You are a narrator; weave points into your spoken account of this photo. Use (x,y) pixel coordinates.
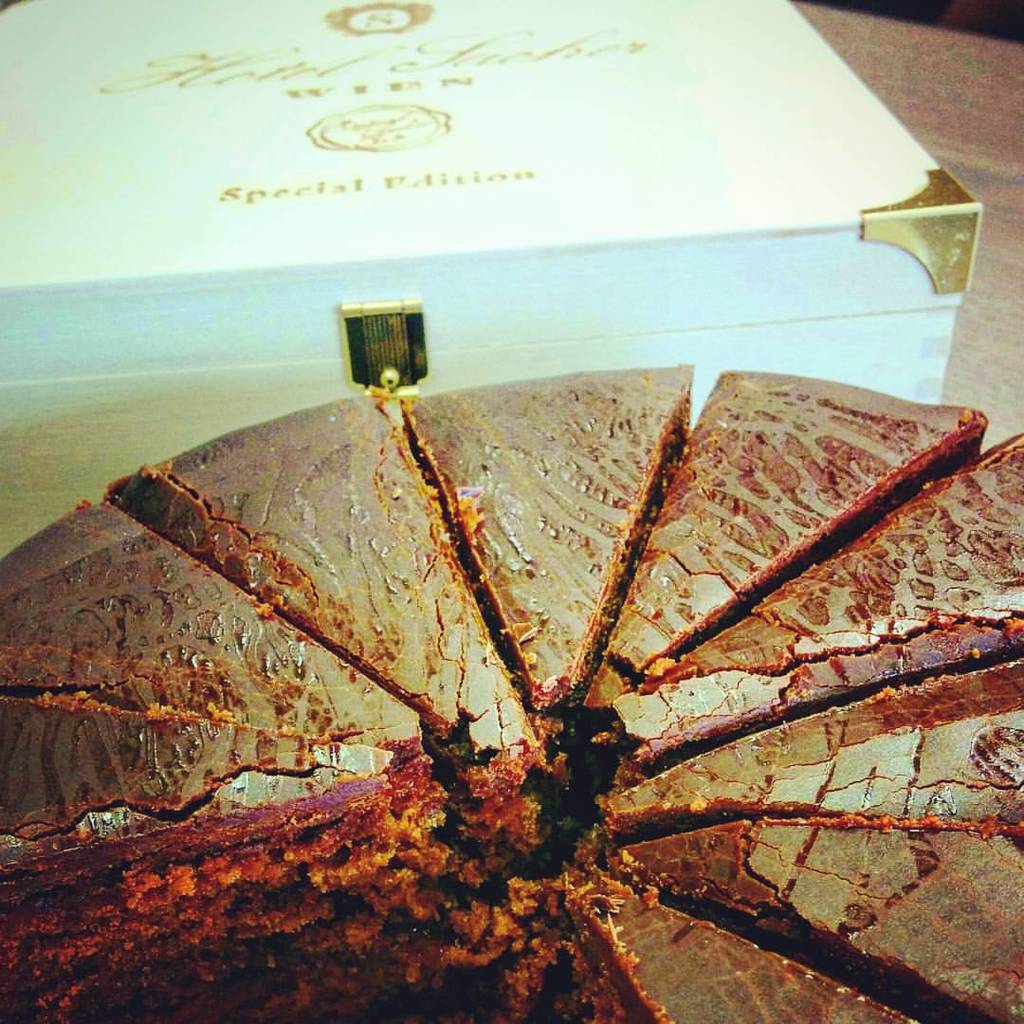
At the bottom of this image (380,939) I can see a cake (298,840) which is cut into pieces (593,739). This is placed on a table (999,338). Beside this cake (539,422) I can see a white color box (377,113).
